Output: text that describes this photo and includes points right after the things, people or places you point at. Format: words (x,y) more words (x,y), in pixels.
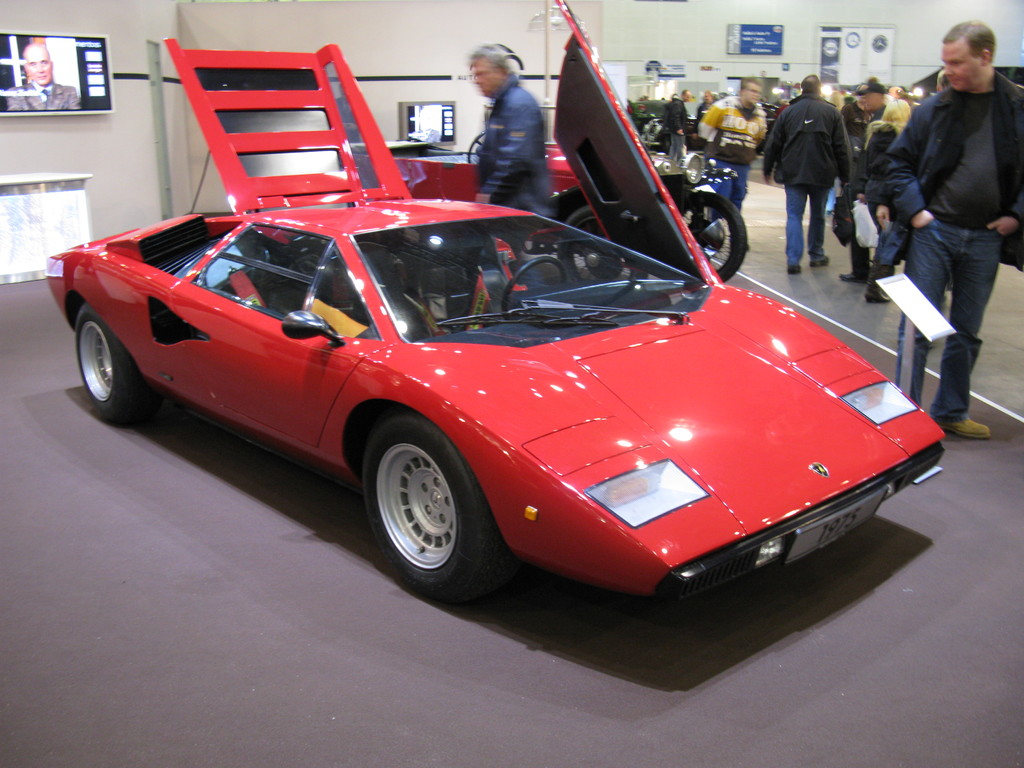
In the picture we can see a car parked in the car showroom (120,663) which is red in color and besides to it, we can see some motorcycles (720,176) and some people (672,113) standing near it and in the background (143,91) we can see a wall (120,108) with televisions (54,63) fixed to it and some boards (729,53), and lights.
